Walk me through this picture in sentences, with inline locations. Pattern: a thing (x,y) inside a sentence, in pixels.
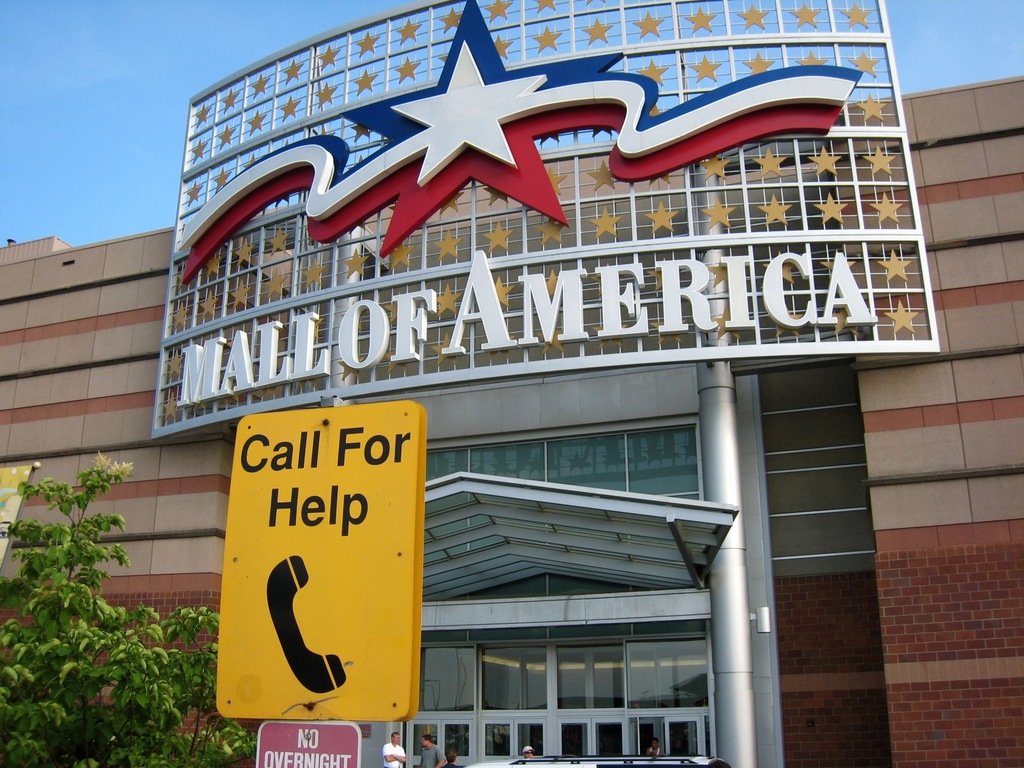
In-front of this building (458,409) there are hoardings (330,629), tree (191,663) and people (393,758). Sky (135,111) is in blue color.
